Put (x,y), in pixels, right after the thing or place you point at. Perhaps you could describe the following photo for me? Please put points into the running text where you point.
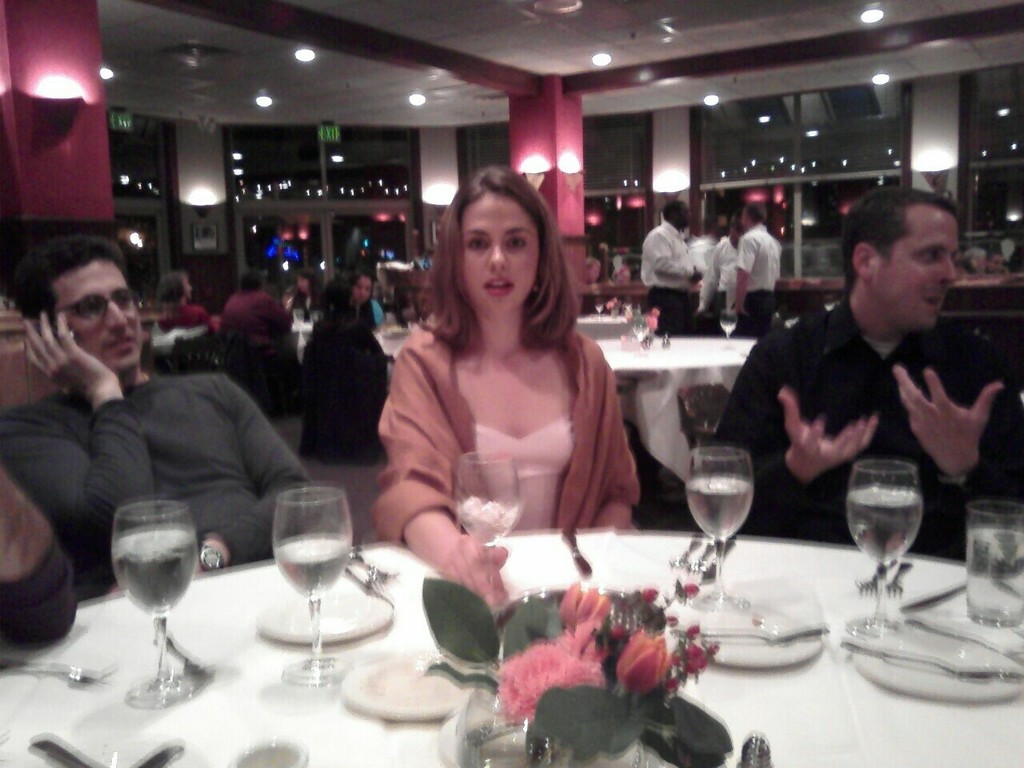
In this picture we can see people (588,424) are sitting on a chairs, in front (883,716) we can see table (909,589), on which we can see some glass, flower pot (574,685) is placed, behind we can see some people (679,268), tables (648,363) and we can see some lights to the roof (359,43).
